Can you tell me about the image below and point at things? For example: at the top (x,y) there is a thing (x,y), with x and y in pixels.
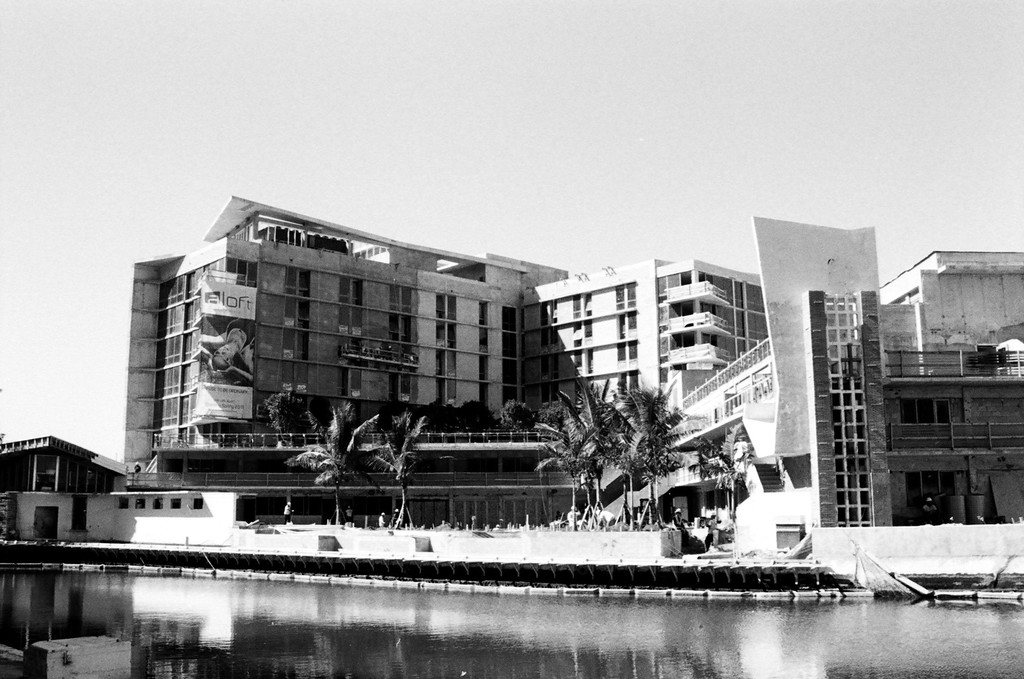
In this image we can see water (277,634). In the back (425,463) there are trees (332,463) and buildings (522,453) with windows (619,384), pillars (830,430) and railings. Also there is a banner (224,327) with text (204,392) and image (215,353) on the building (294,327). And this is a black and white image.
